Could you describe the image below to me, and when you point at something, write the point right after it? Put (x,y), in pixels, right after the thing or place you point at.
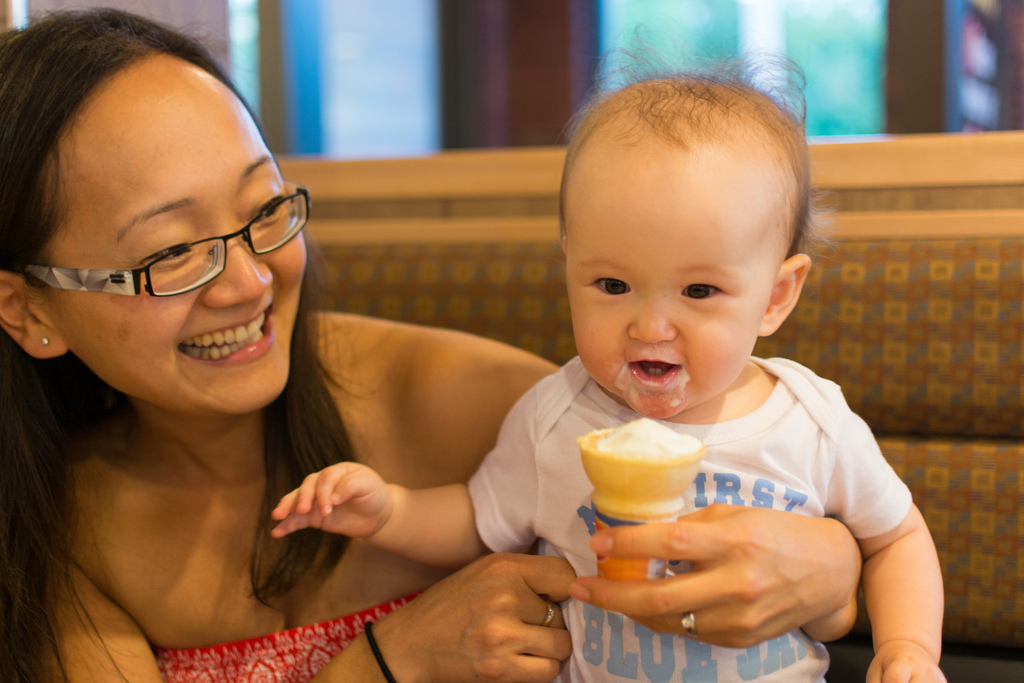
In this image a woman (336,391) is holding a baby (862,506) in her arms (377,670). She is holding ice cream cone (616,566) in her hand (765,585). She is wearing spectacles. She is sitting on sofa (850,395). Behind the sofa (850,395) there's a window (332,27).
